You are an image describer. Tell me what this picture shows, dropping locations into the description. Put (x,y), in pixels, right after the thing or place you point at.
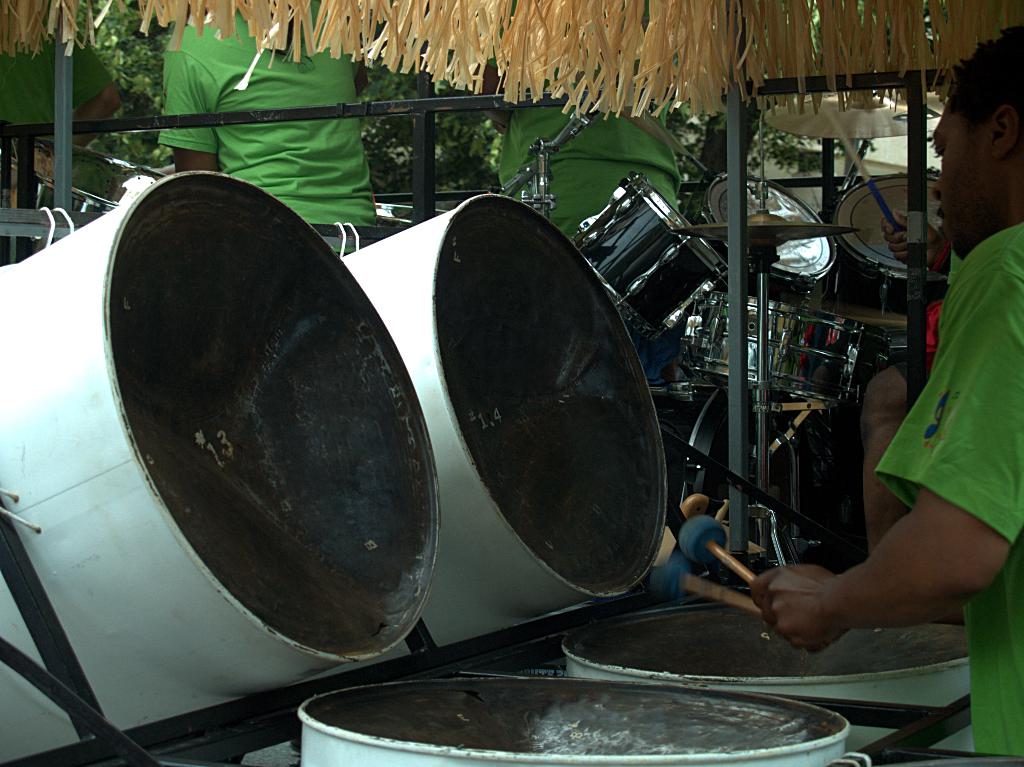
There are two persons (865,479) playing the drums (842,378) as we can see on the right side of this image (769,369). There are three persons (263,148) standing at the top of this image (249,140), and there are some trees (480,143) in the background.
